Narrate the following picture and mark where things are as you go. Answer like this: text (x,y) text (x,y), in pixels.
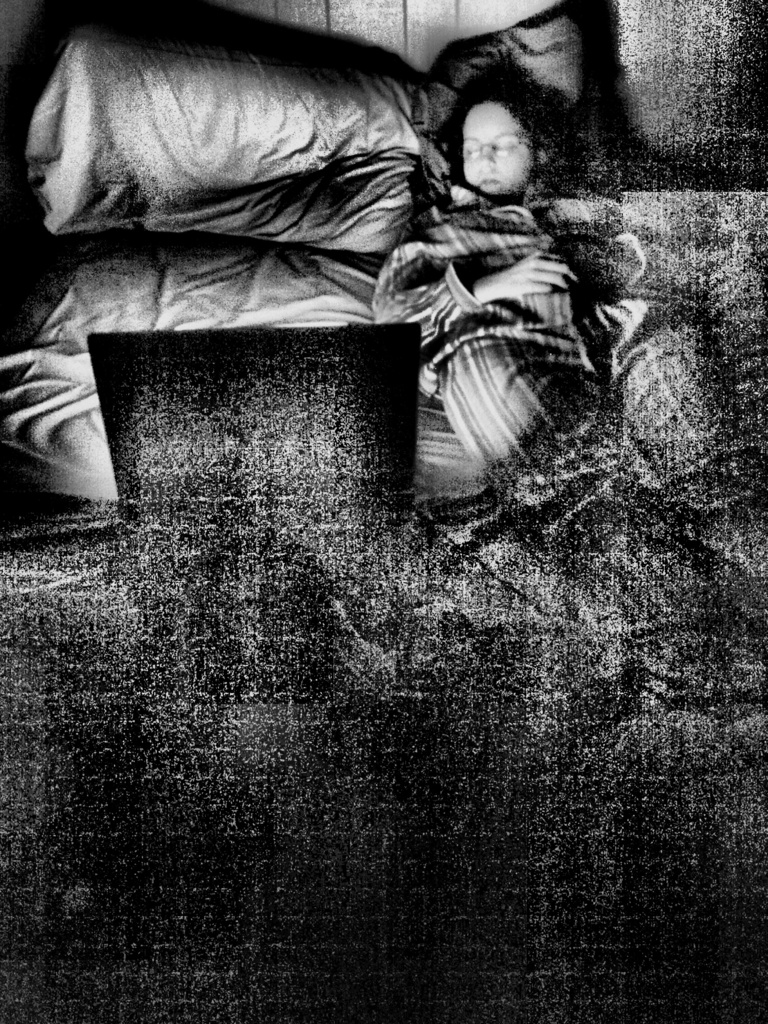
This is an edited black and white image. We can see a person (465,372) is lying on the bed (428,511) and behind the bed (447,501) there is a pillow (367,118) and a wall (418,15).
